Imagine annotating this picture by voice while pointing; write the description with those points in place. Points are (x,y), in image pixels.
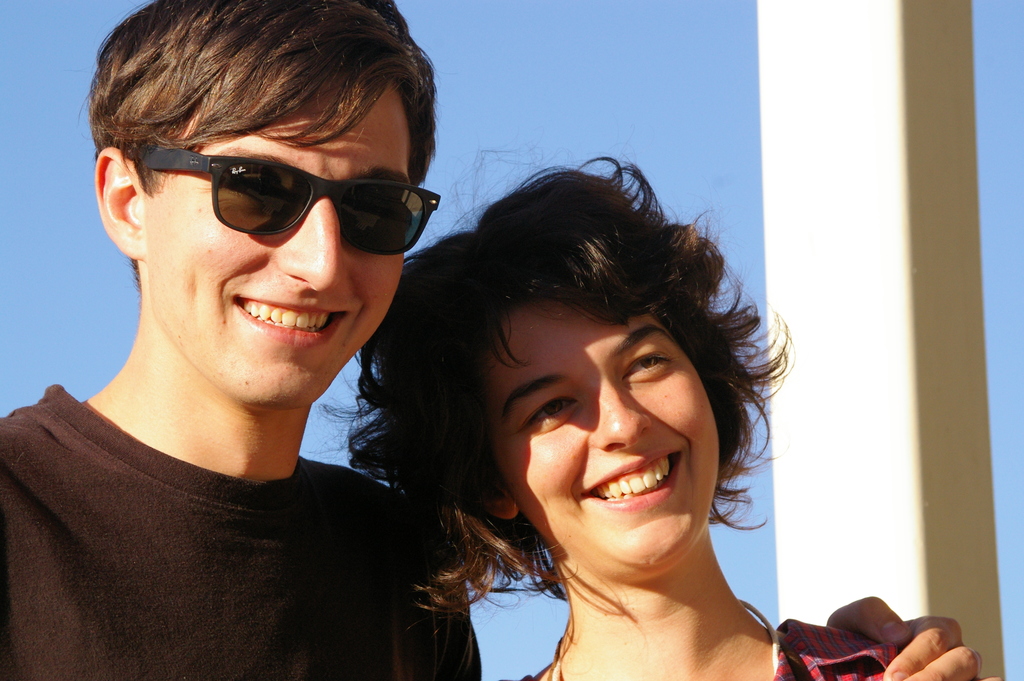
In this image I can see on the left side (148,277) a man (237,253) is smiling, he wore t-shirt (230,539), spectacles (315,190). Beside him a woman (654,486) is also smiling, at the top (540,73) it is the sky (557,75).
